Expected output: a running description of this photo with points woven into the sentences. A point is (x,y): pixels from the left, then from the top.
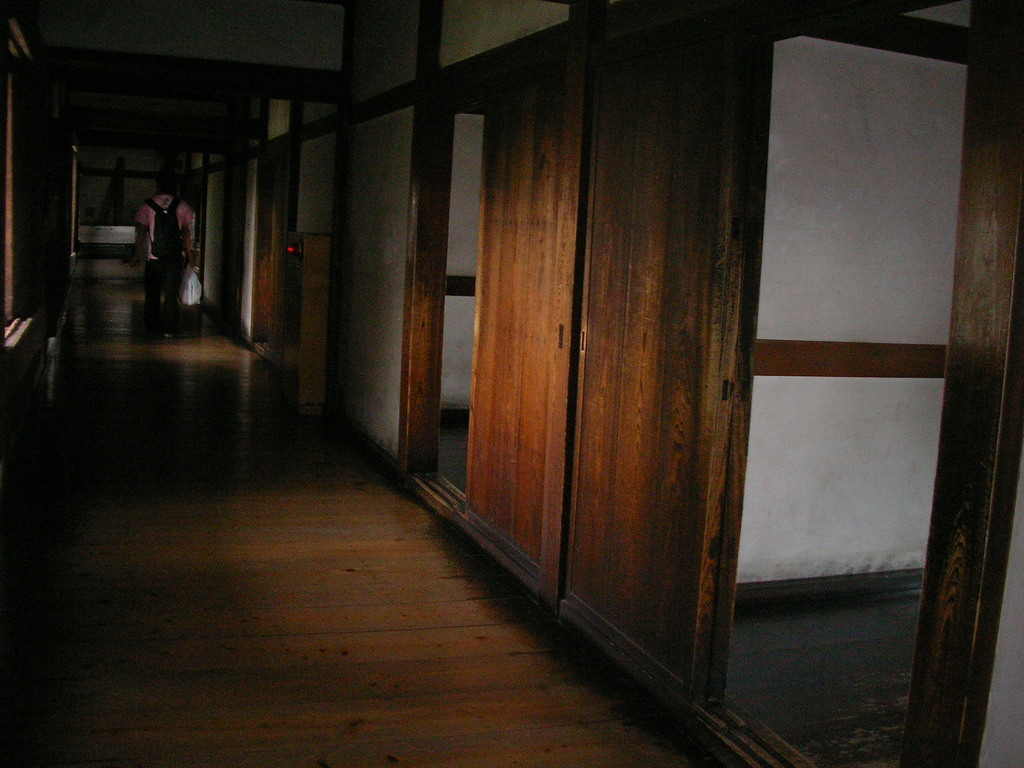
In this image I can see the wooden path (220,492), few doors (543,287), the white colored wall (781,257), the electronic object (322,336) which is cream in color and a person (161,290) wearing pink and black colored dress (173,279) and black colored bag (170,218) is standing and holding a white colored bag (190,287) in his hand (194,261).
